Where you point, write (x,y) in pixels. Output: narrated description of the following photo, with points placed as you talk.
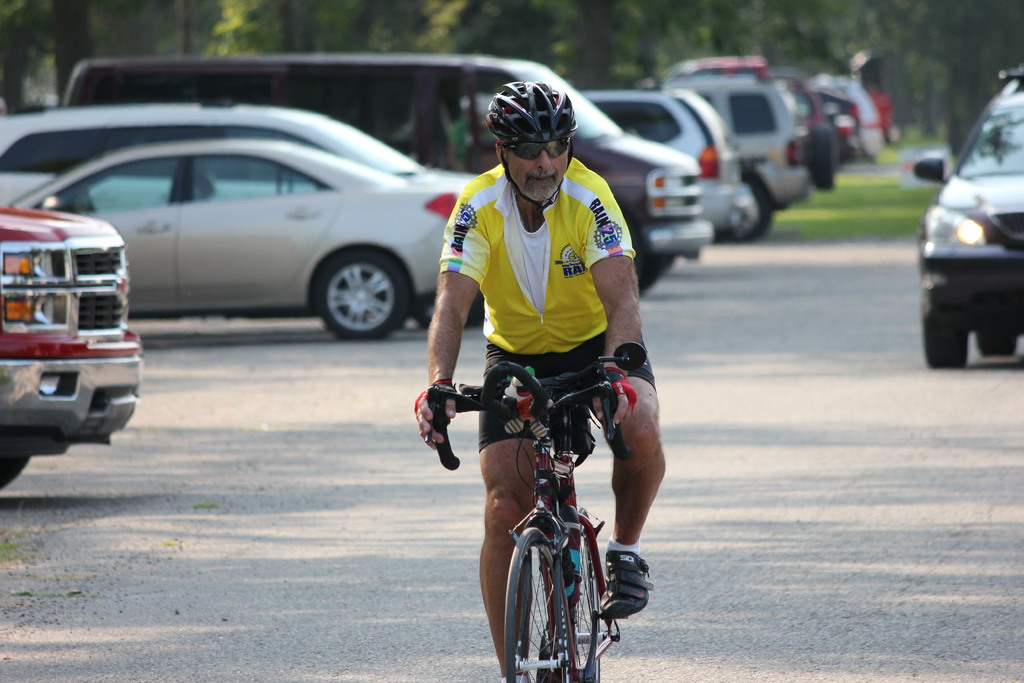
In the image we can see there is a man (617,373) who is riding bicycle (527,611) on the road (769,473) and cars (648,203) are parked on the road (837,396).
